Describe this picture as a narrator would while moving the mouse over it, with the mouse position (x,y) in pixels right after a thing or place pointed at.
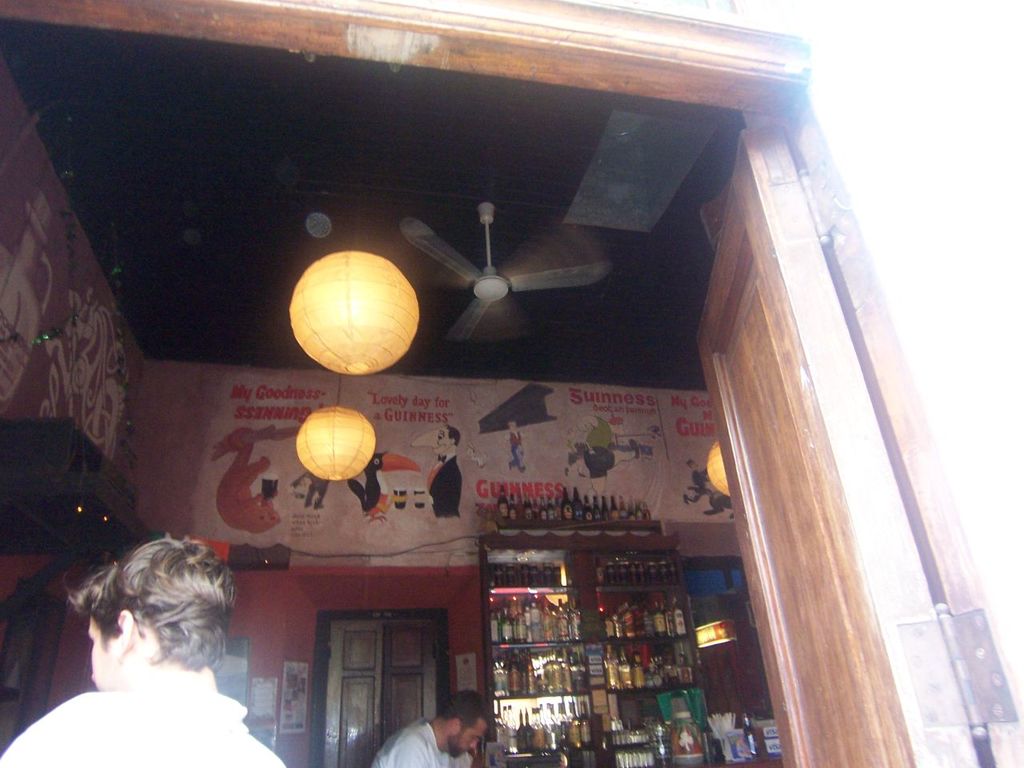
In this image we can see two persons (442,759) and bottles (561,666) are arranged in rack (569,649). Beside the rack (569,649) one door (361,652) is there. Right side of the image (811,574) one door (835,577) is present. At the top of the image (448,206) roof (448,206) is there and fan (498,284) is attached to the roof (436,178). We can see paintings (642,437) on the wall (214,444).
